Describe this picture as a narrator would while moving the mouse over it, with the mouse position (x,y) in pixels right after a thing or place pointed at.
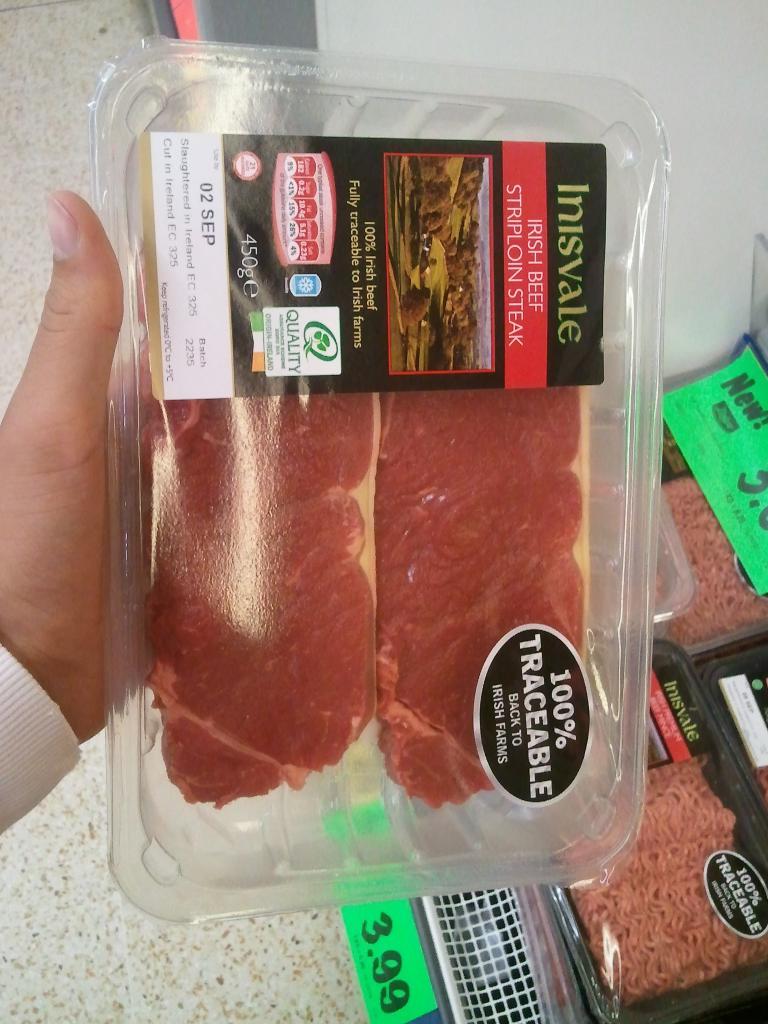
In this image there is a person's hand (97,541) holding a box (391,801) with some food item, there are a few boxes (680,906) with food items (683,796) in the shelves (533,896), some labels (568,711) on the boxes (620,656) and price tags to the shelves (519,947).
